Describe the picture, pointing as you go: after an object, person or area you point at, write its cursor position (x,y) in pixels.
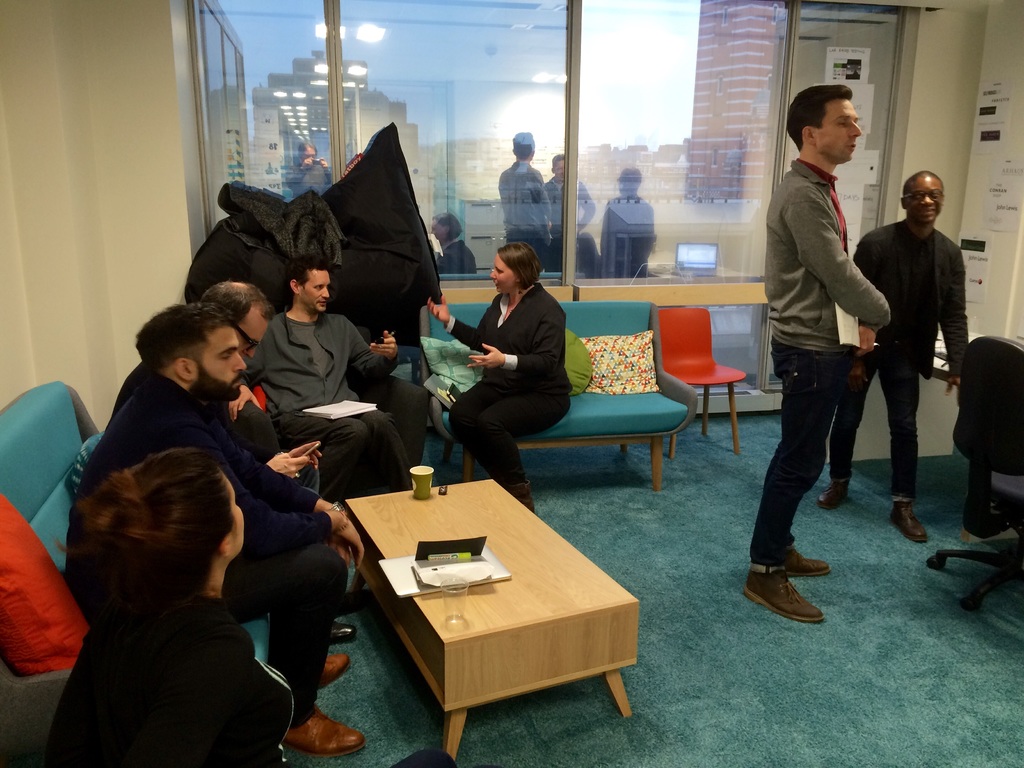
There are five persons (325,359) sitting in a blue sofa (478,306) and there is a table (449,510) in front of them which contains two glasses (446,599) and some papers (473,544) on it and there are two persons (831,397) standing in the right corner (826,371) and there is also a window (672,231) behind them.
